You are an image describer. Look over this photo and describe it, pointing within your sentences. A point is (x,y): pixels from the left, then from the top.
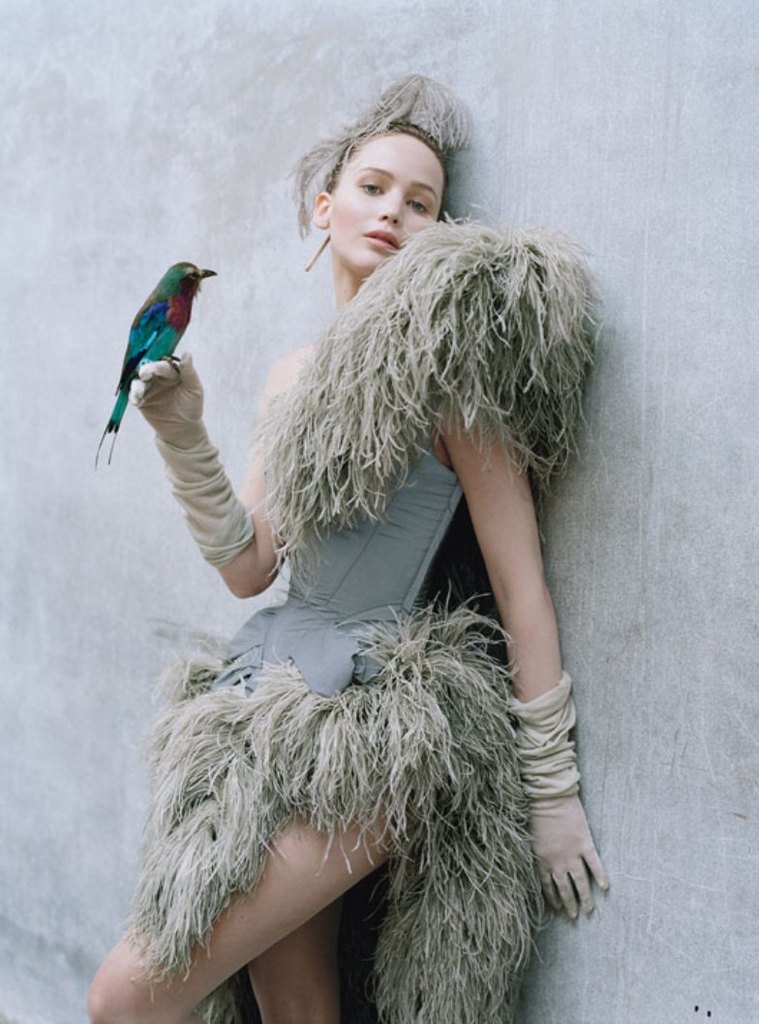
A beautiful woman (302,699) is standing near the wall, she wore a dress (467,566). There is a bird (150,353) on her right hand (162,396).
